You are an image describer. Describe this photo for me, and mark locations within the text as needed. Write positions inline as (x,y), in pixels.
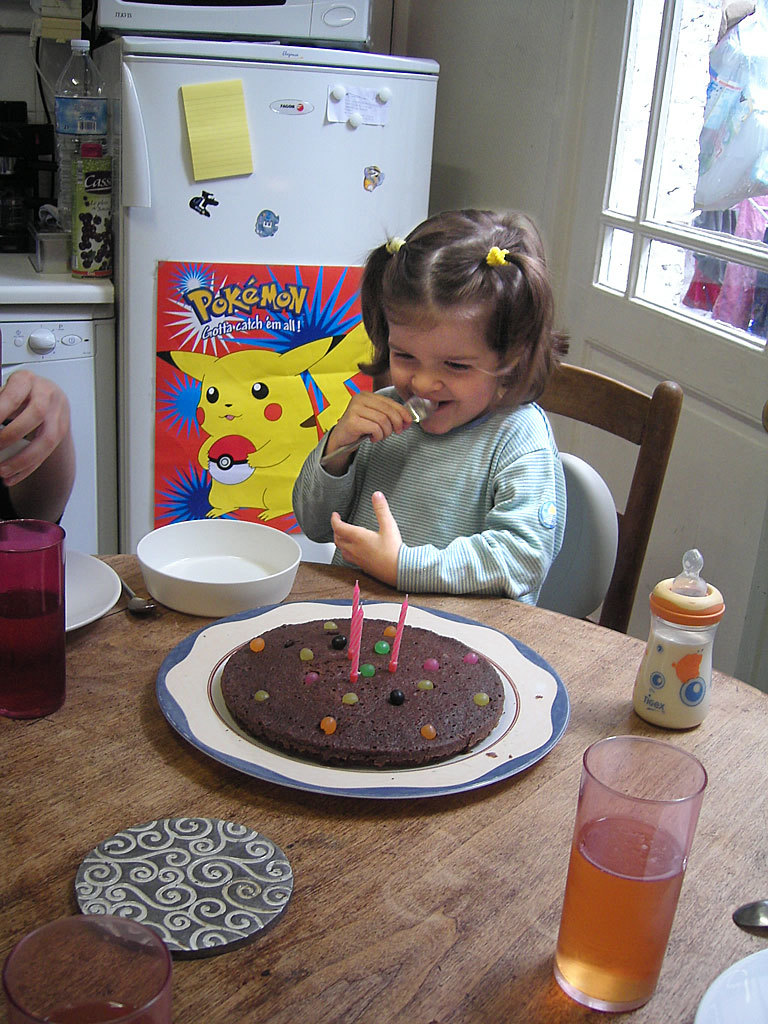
In this picture we can see a girl (339,471) holding spoon (411,410) in her hand (381,435) and smiling and in front of her on table (419,1018) we have cake (308,704) with candles (356,628) on it placed in a plate (196,694) beside to this cake (480,693) we have glass (640,744) with drink (619,850) in it, bottle (659,652), bowl (187,593), spoon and in the background (166,235) we can see refrigerator (158,129), wall (45,49) with window (738,177), bottle (92,129), microwave oven (324,6).
